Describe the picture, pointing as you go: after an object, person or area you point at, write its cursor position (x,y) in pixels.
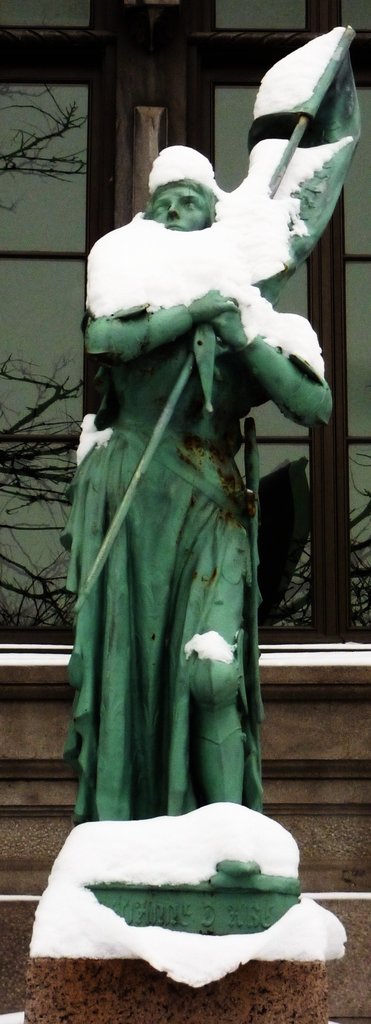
In the image I can see the sculpture (152,424) of a person (152,424). On the sculpture (112,580) I can see the snow (107,431). In the background (72,467) I can see trees (20,170) and some other objects (39,522).
